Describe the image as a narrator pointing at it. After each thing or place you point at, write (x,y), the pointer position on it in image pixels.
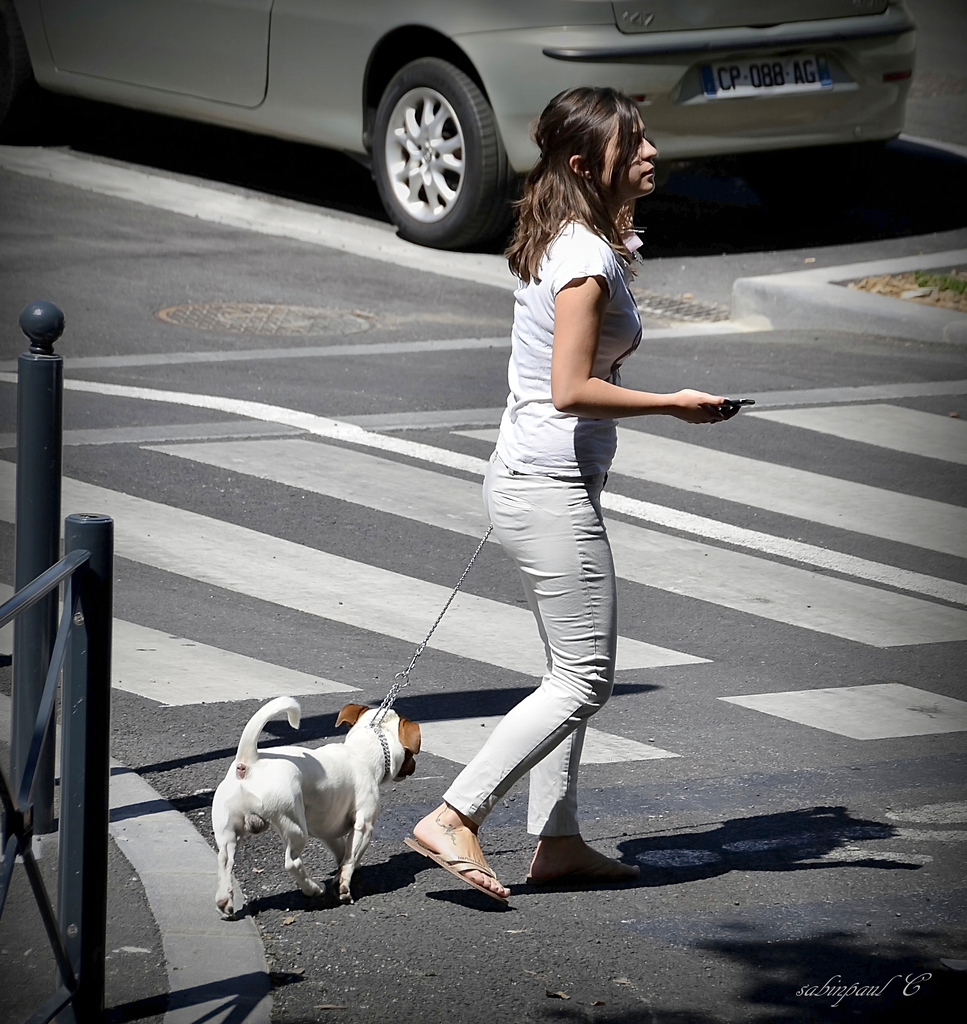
In this image the woman (503,527) is holding a dog (286,800). At the back side (482,84) I can see a car (536,98). The woman (495,768) is walking on the road (651,801).
